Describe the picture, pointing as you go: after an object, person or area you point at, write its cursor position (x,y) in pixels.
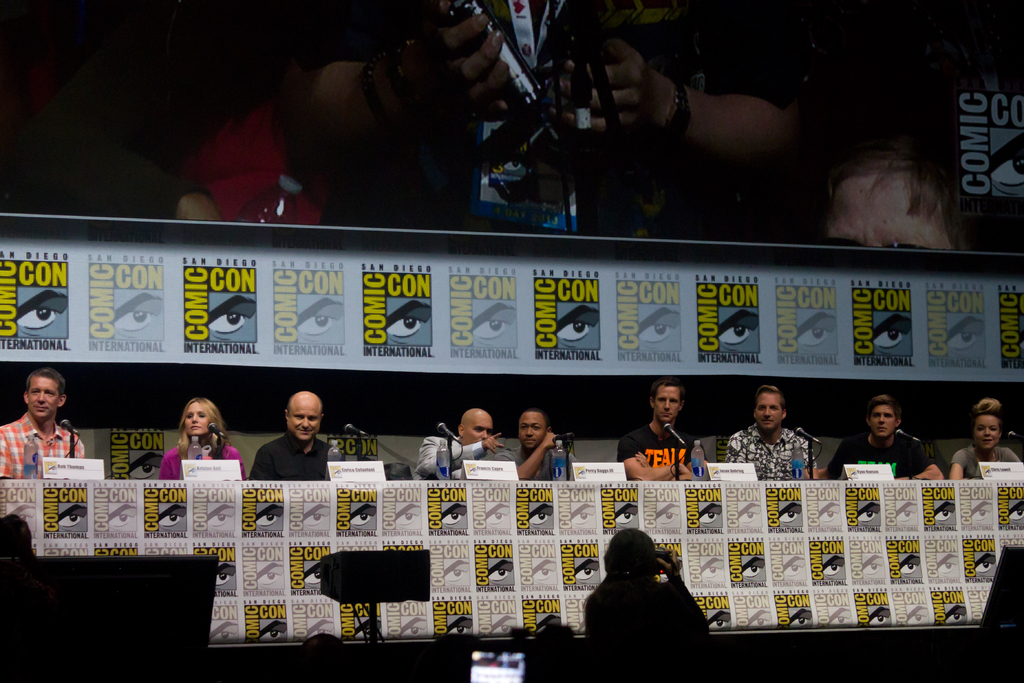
In this image there are many people (904,468) sitting near the table (288,491). On the table (454,480) there are microphones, water bottles (558,450) and name boards (851,469). Behind them there is the wall (545,388). There is board (486,306) on the wall (574,387). At the top (605,36) there is the display screen (479,86). At the bottom (342,559) there are cameras (499,658) and a person (646,626).
